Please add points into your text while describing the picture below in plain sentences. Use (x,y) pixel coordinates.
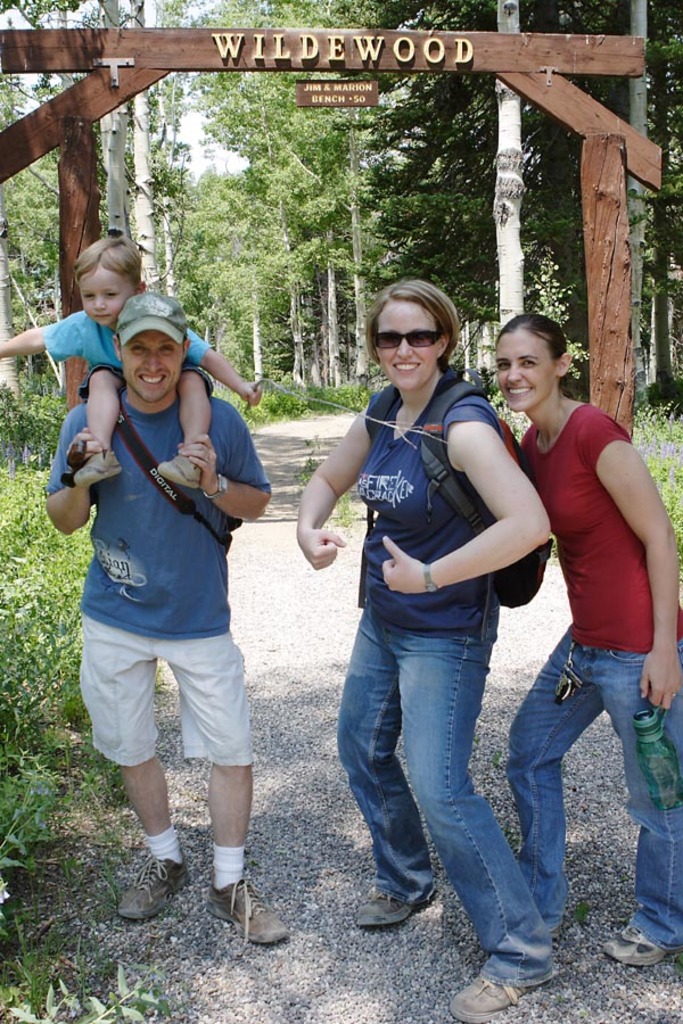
In this image there is a family (653,872) standing and smiling on the road (680,976) behind them there is a arch (599,187) made of wood (49,50) and also there are so many trees (228,271) and plants (4,969).
